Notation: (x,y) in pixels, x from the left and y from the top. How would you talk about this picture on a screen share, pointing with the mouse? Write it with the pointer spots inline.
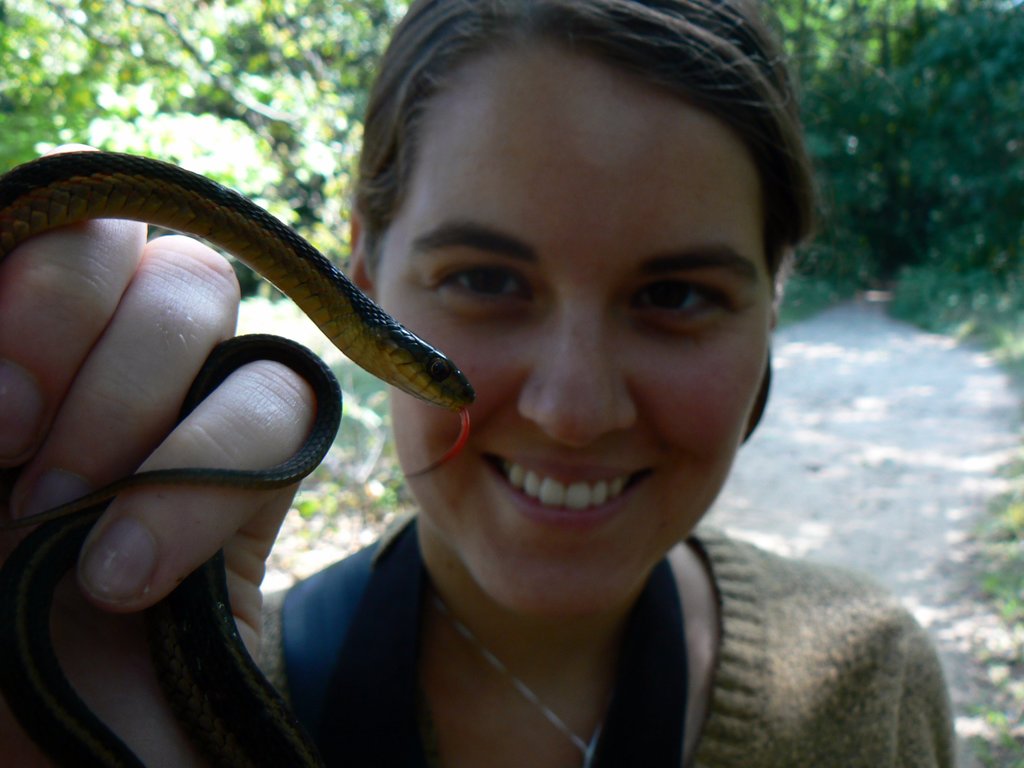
In this image in the front (557,584) there is a woman (560,605) holding a snake (251,757) in his hand (232,448) and smiling. In the background (897,84) there are trees (936,104).
